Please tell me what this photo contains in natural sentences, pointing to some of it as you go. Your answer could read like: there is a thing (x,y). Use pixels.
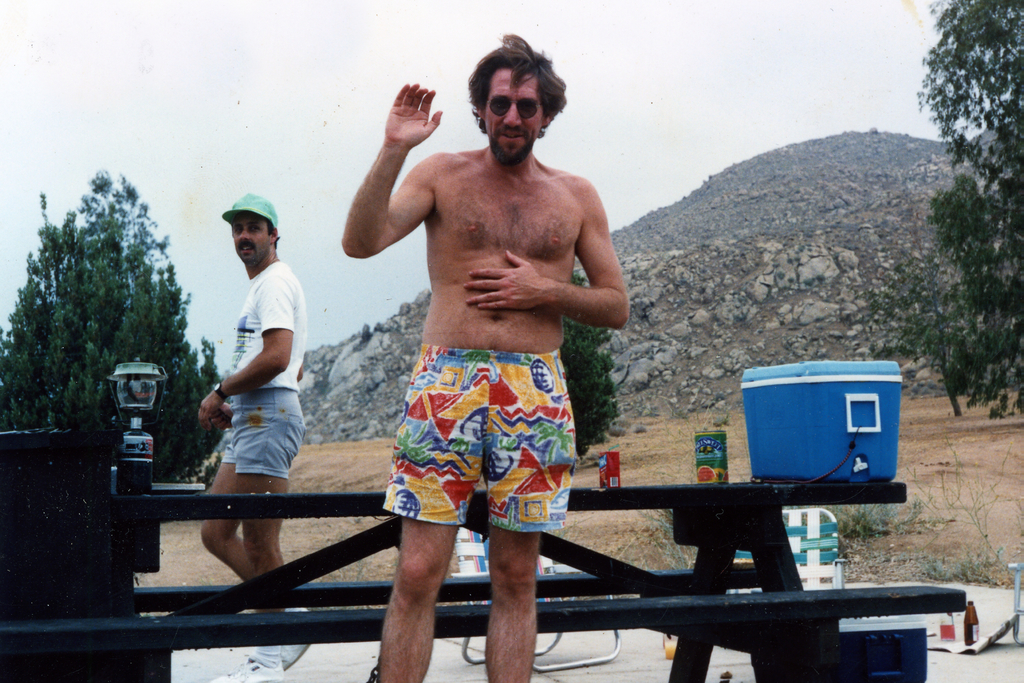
In the image there is a person (544,453) with shorts (531,378) is standing. Behind him there is a black color bench (74,646) and table (127,507) with lantern (134,369), blue box (780,437) and a few other items (704,450) on it. Behind the table (225,505) there is a man (272,370) with white t-shirt (244,317) and cap (240,208) on his head (257,242) is standing. Behind him there is grass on the ground (285,532). In the background (965,83) there are trees (45,348) and hills (705,327) with rocks (357,412). At the top of the image (209,79) there is a sky (208,302).
